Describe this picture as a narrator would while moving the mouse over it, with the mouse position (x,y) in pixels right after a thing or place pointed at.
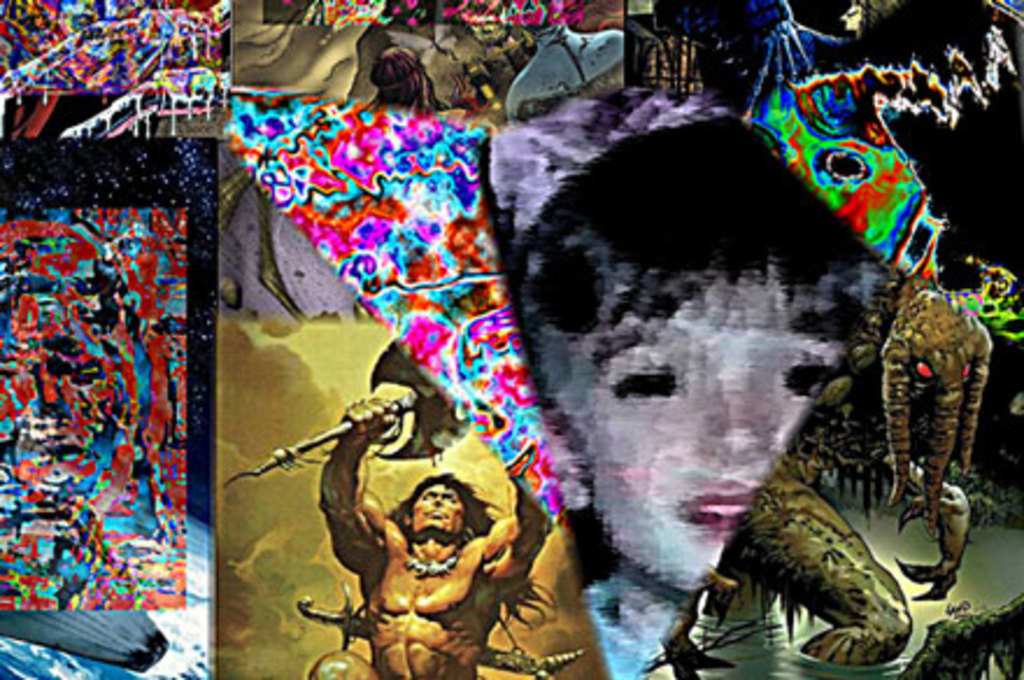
In this image I can see a painting (774,180), on the painting (381,162) I can see persons (624,529) and animals (767,537) visible.
